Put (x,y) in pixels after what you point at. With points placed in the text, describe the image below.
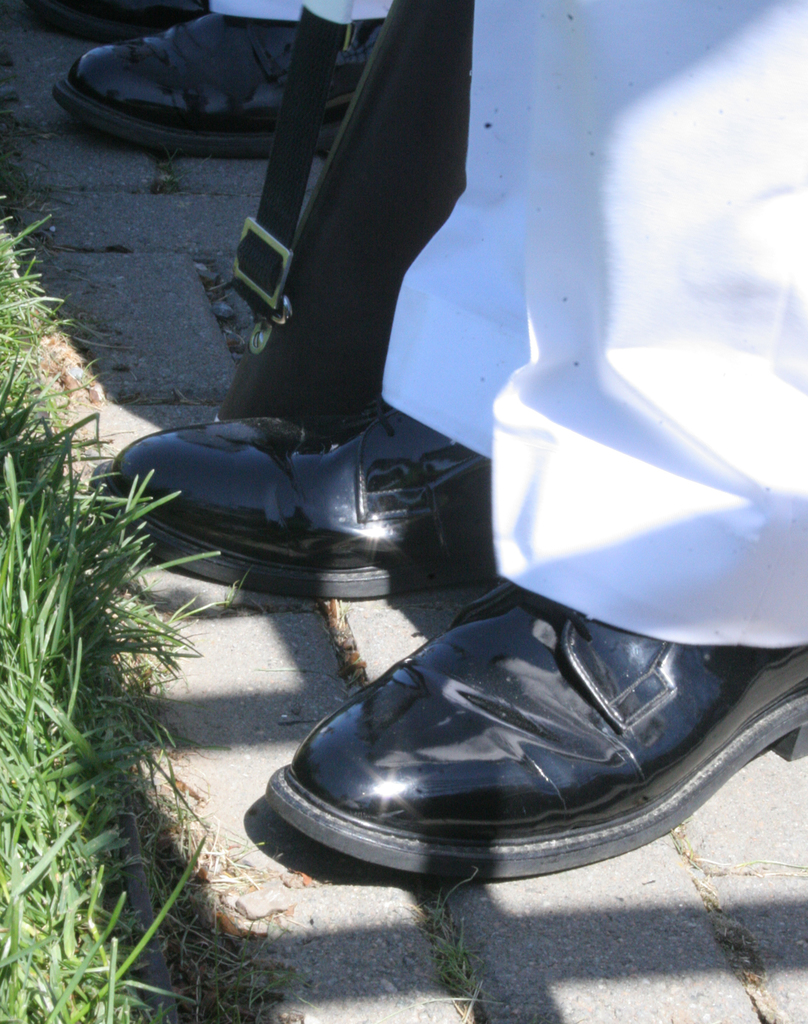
In this picture we can see the grass (60,463) and legs (585,532) of people (150,35) with shoes (129,15) on the ground (221,336).
